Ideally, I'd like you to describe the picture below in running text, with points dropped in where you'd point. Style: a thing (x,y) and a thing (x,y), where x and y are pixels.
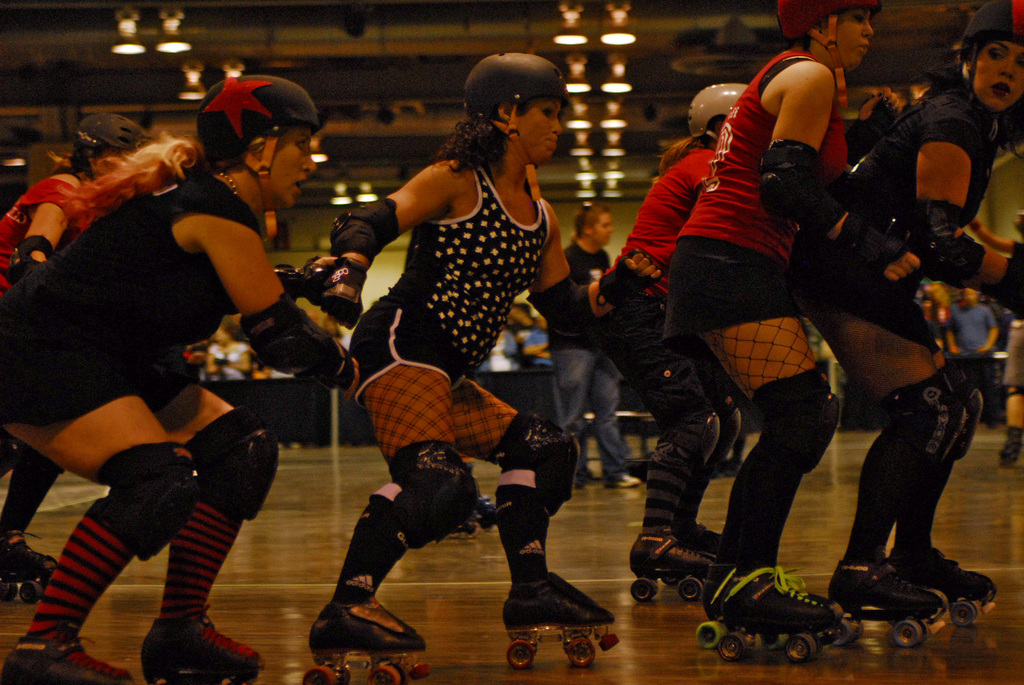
In this picture, we see women (567,291) are skating. In the background (321,238), we see a wall (384,281) in green color and at the top of the picture (139,71), we see the ceiling (429,63) of the room (648,114).
